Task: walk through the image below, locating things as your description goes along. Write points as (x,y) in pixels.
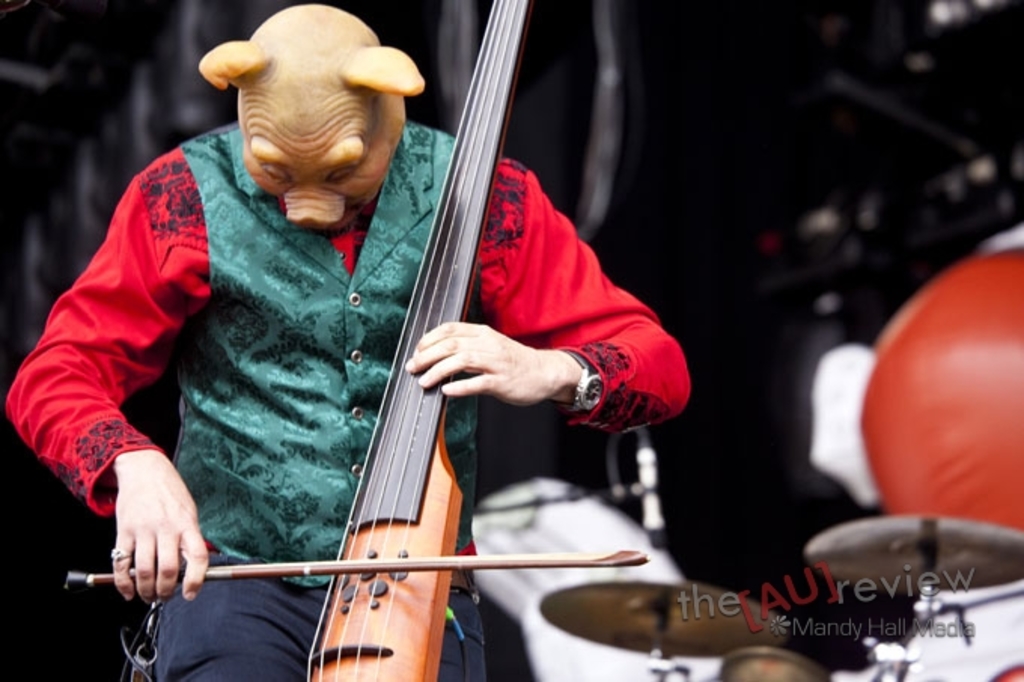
In this picture we can see man (461,354) wore jacket (302,268), mask (315,196) holding musical instrument (391,664) in his hand (199,546) and playing it and beside to him we can see some more musical instruments (568,629), mic (647,463) and in background (677,120) it is dark.
